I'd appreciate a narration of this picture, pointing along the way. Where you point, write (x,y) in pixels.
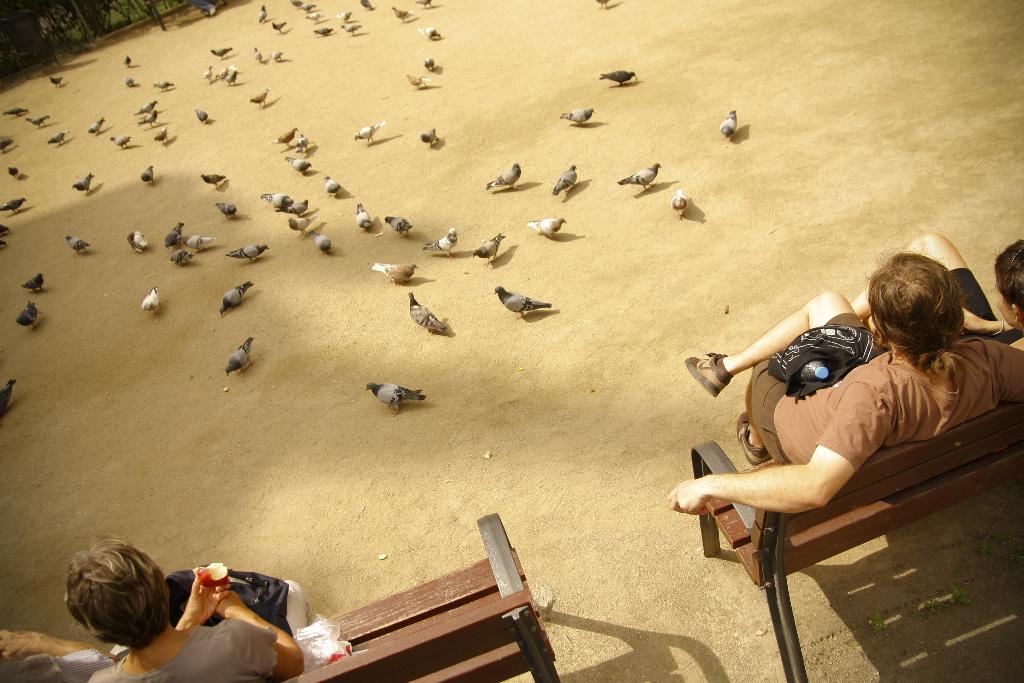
In this picture I can see few people (685,509) are sitting in the benches (353,630) and I can see birds (386,266) on the ground (261,177) and looks like few trees (89,24) in the back (73,24).
